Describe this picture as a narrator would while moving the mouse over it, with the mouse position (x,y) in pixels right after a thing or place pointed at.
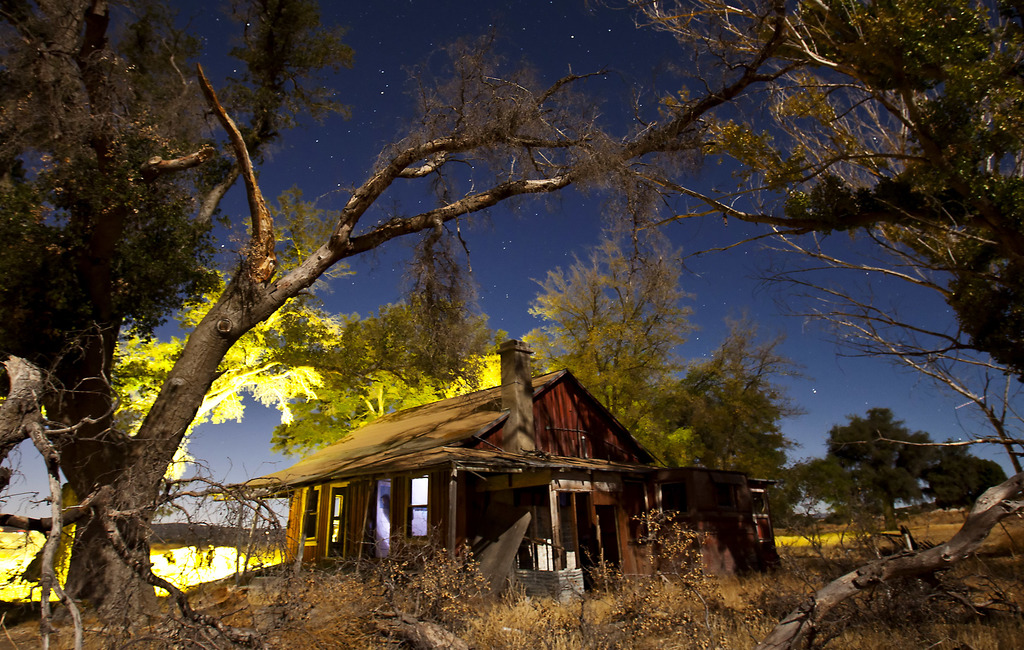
In this picture I can see a house (584,577), there are plants (9,639), trees (199,298), and in the background (4,461) there is the sky (425,178).
